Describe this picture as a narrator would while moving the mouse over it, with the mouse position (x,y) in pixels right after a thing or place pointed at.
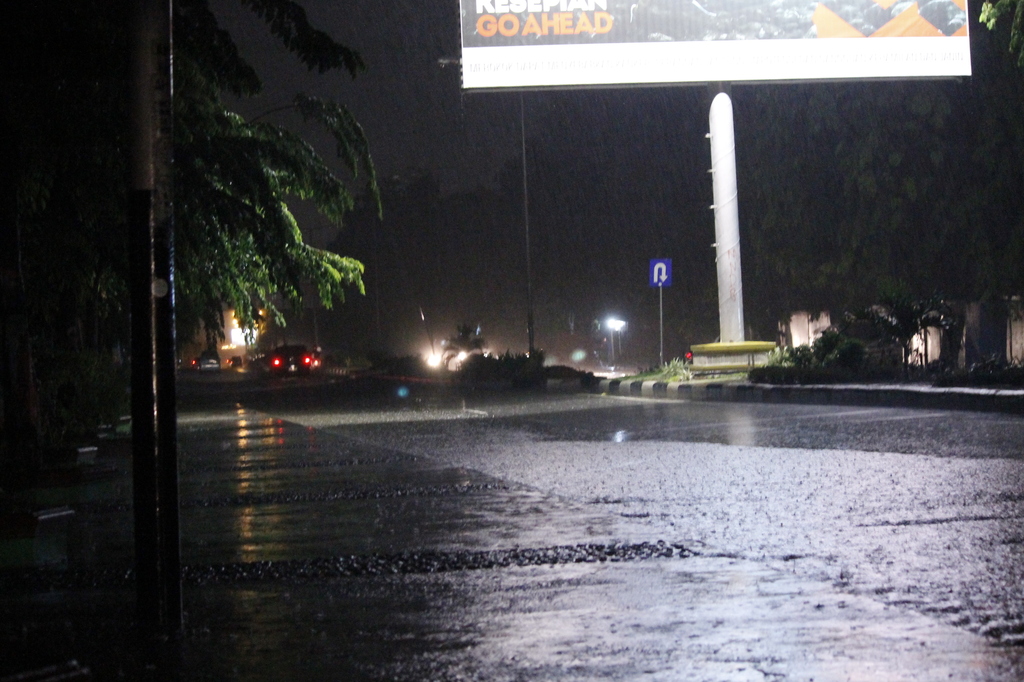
In the picture I can see vehicles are moving on the road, side of the road (647,513) there are some trees (35,421), plants (35,421).
